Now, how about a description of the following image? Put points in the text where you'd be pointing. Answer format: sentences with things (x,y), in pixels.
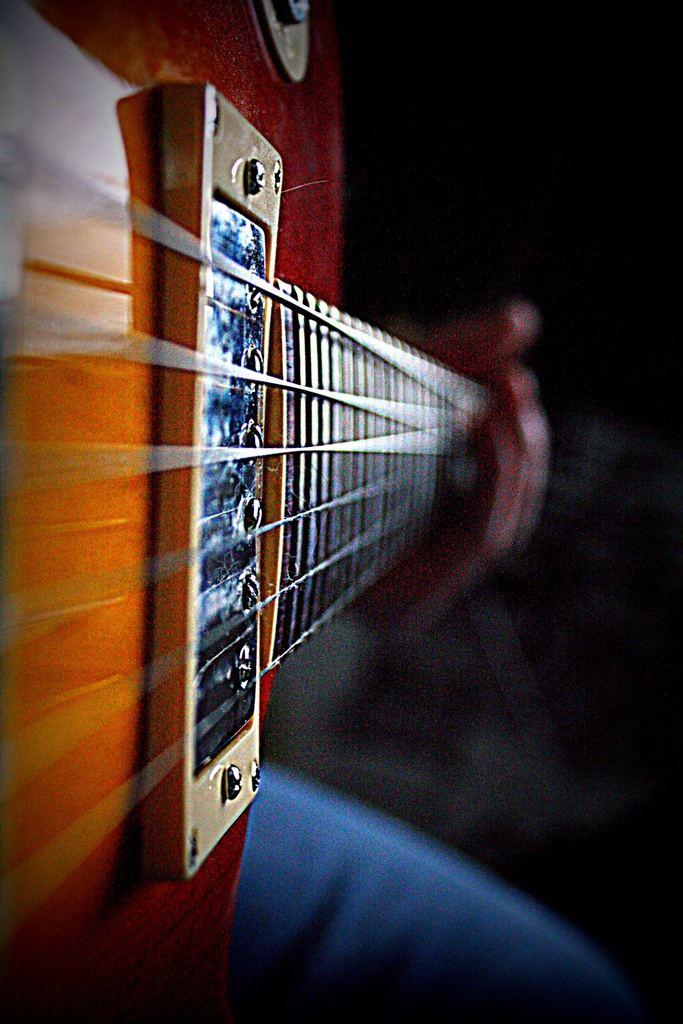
In the image there is a person (274,795) holding a guitar (296,465) and the background (599,199) is dark.
